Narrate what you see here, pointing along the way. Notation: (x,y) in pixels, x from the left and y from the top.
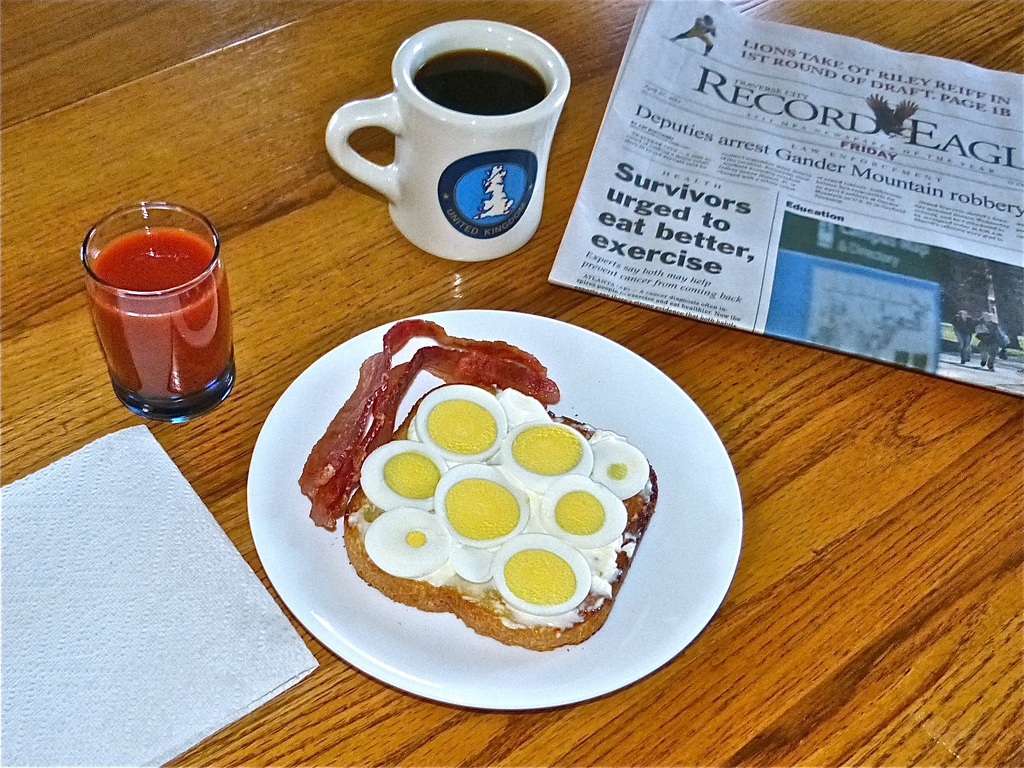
In this image there is a table (801,450) and we can see a newspaper (752,309), napkin (158,599), glass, mug (455,260) and a plate (636,613) containing food (492,507) placed on the table (729,609).
